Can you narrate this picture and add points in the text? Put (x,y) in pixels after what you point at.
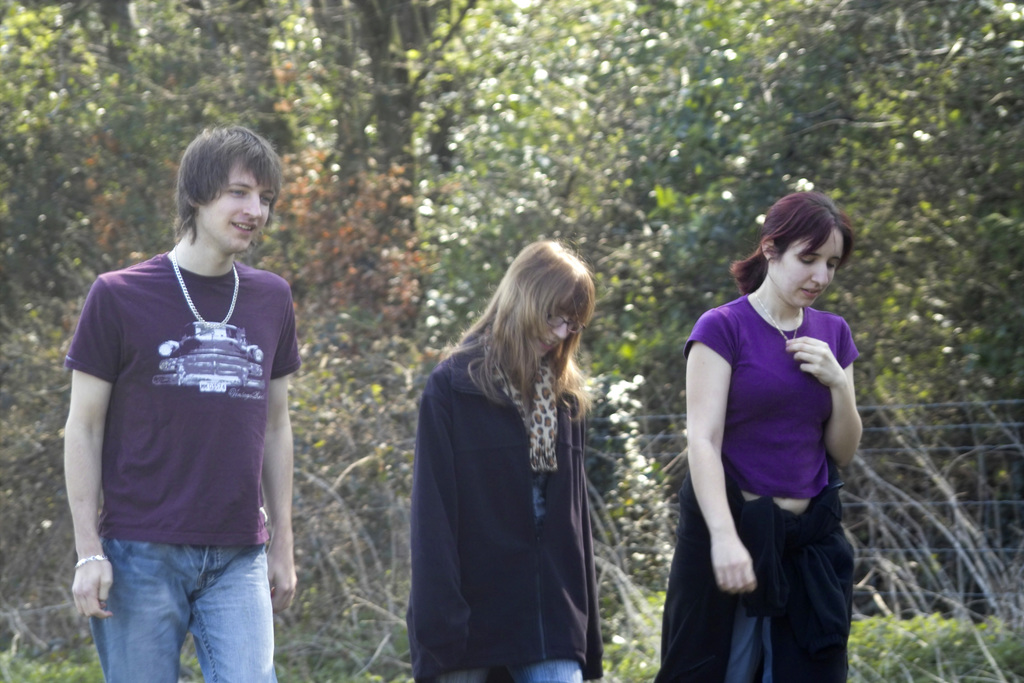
There are two women (776,458) and the man (210,445) standing. I think this is the fence (970,528). In the background (934,430), I can see the trees (270,107) with branches (626,128) and leaves (968,182).
